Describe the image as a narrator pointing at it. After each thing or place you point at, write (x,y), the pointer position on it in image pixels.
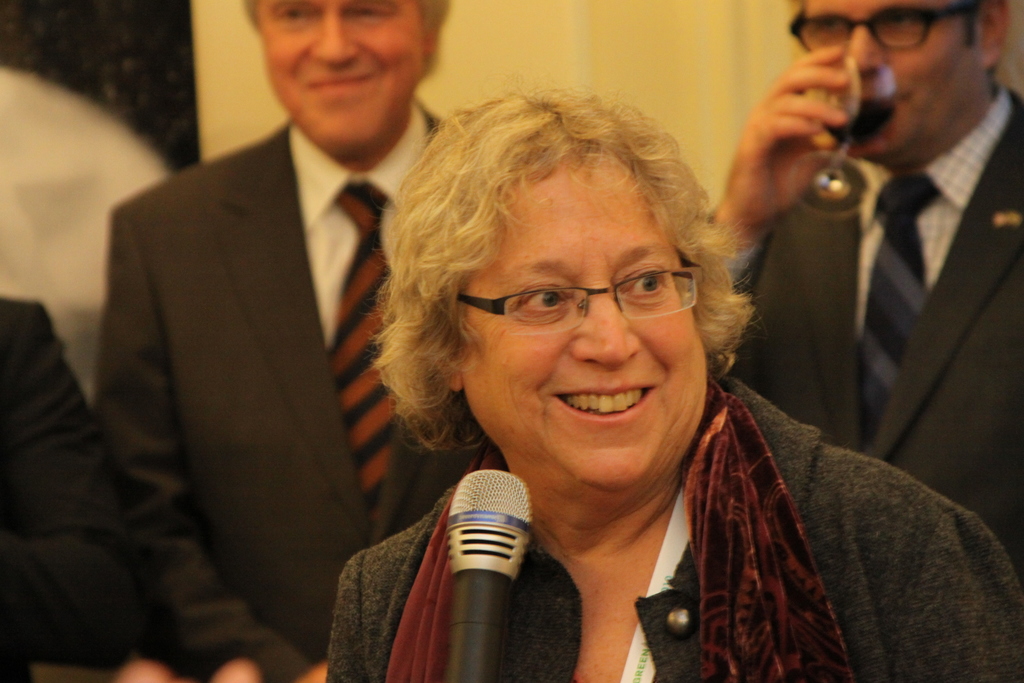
In this image in the foreground (536,421) there is one person (555,509) who is smiling and she is wearing spectacles (525,308), and in front of her there is one mike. And in the background (207,214) there are three people (814,215), one person (820,169) is holding a glass (820,200) and drinking and there is a wall (696,60).
